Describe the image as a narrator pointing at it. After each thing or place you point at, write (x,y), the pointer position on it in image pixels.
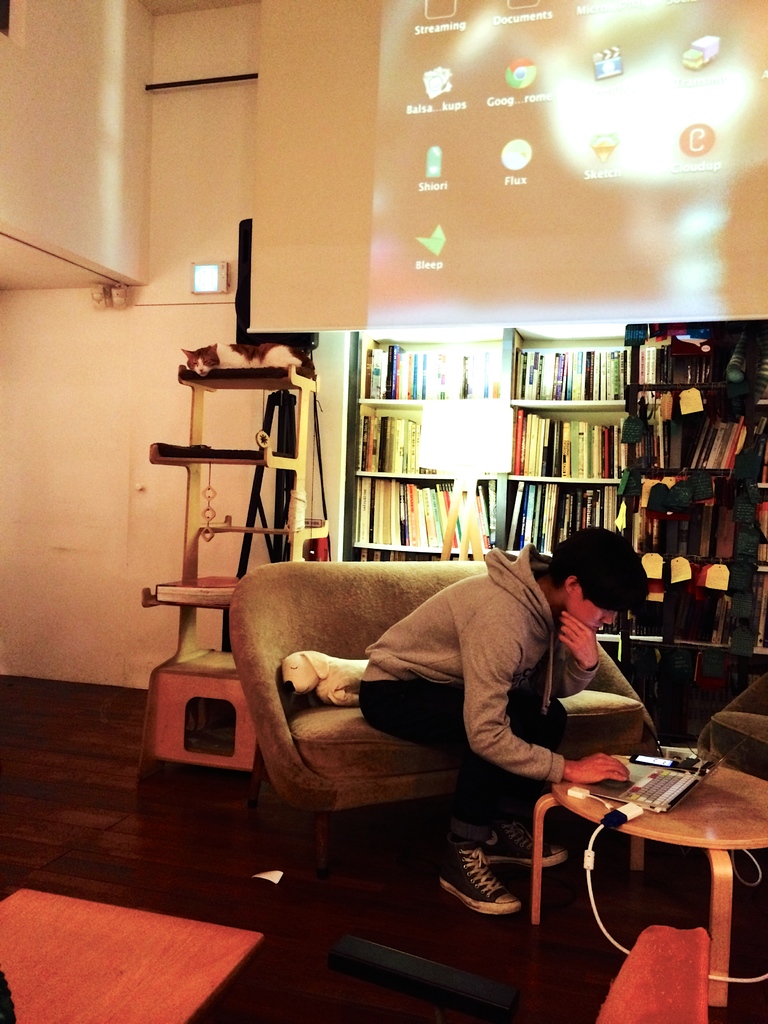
In the center (499,638) we can see the person (490,643) he is sitting on the couch (341,760) and he is working in laptop (656,792), laptop (660,779) is on the table (560,795). On the left bottom (89,989) there is a table (89,989). Coming to the background (365,472) we can see shelf (593,411) with full of books (563,448) and screen (441,212).
